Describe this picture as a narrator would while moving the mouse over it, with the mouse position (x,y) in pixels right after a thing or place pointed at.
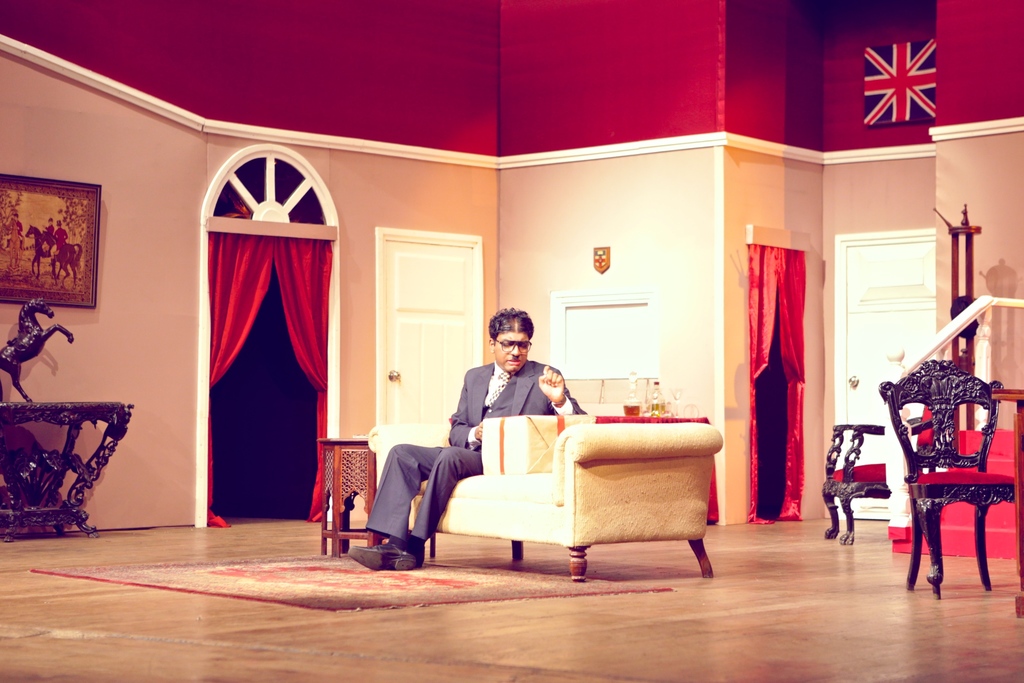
This is the picture inside of the room (750,486). There is a person (501,359) sitting on the sofa (664,507), at the back (322,273) there are doors (413,266), there are curtains (223,305), there is a photo frame (87,230) on the wall (173,209) and at the top (928,98) there is a flag (895,71) and at the bottom (315,565) there is a mat (313,571).
